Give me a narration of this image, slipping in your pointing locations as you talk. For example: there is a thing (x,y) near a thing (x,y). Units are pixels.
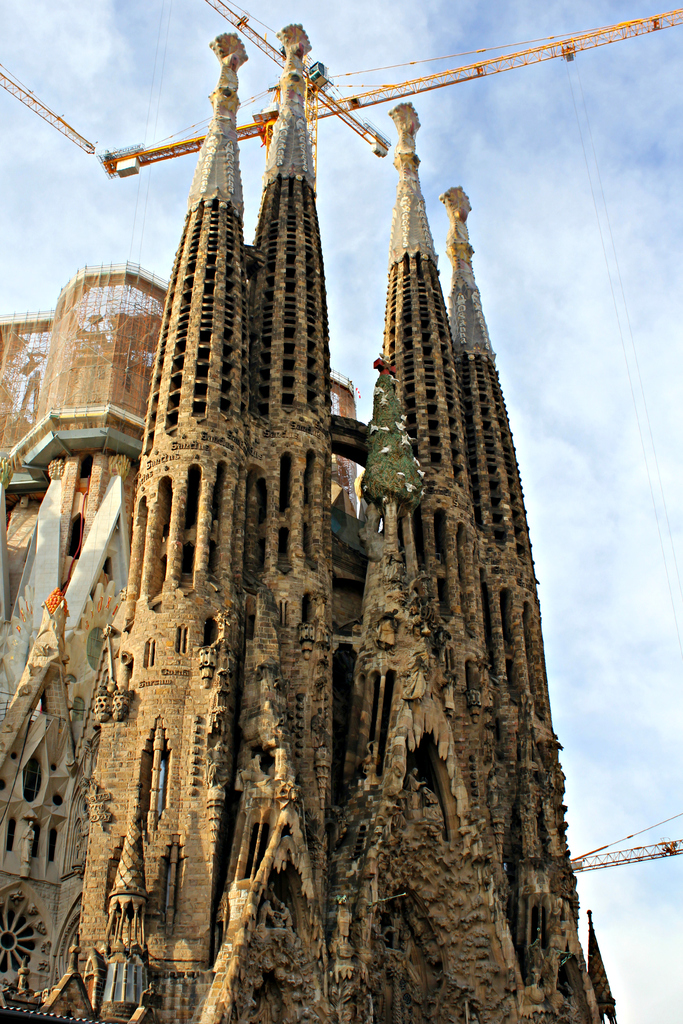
In the foreground of the picture (232,742) there is a building (149,859). In the background (82,417) there is a building (78,383) under construction. At the top (252,129) there are heavy machinery (255,118). Sky (598,402) is partially cloudy.
